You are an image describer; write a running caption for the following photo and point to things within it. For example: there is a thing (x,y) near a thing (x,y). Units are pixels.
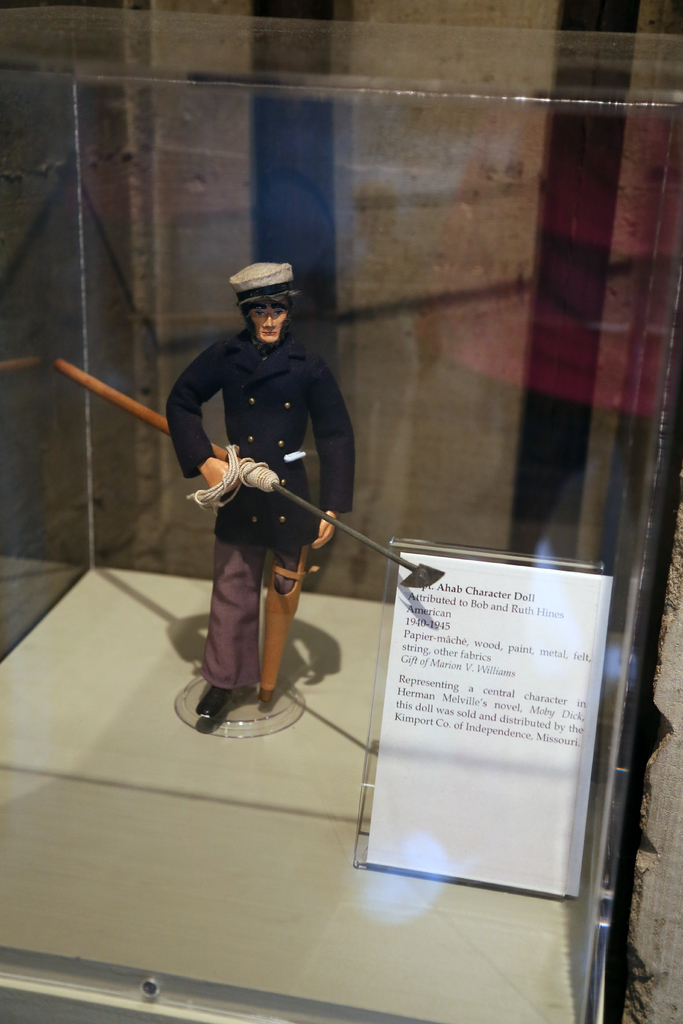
Here in this picture we can see a toy (239,374) present in a glass box (83,671) and holding a weapon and beside that we can see a board (555,569) with some text (424,596) present.
